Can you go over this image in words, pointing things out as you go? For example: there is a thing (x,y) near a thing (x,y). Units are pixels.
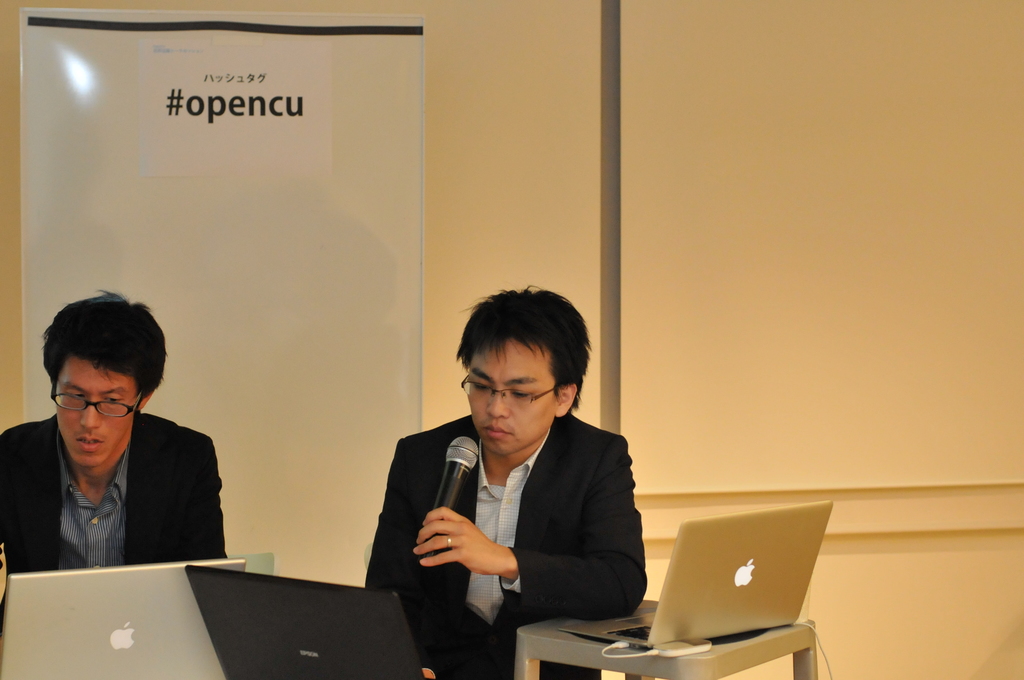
This is an inside view. On the left side (131,445), I can see two men (412,523) are wearing black color suits (214,503), sitting and looking into the laptops (326,630). The man (501,611) who is on the right side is holding a mike (442,491) in hand (444,521). In front of him there is a table (579,643) on which I can see a laptop (661,606). In the background (665,153), I can see a white color banner (221,153) which is attached to a wall (493,211).
